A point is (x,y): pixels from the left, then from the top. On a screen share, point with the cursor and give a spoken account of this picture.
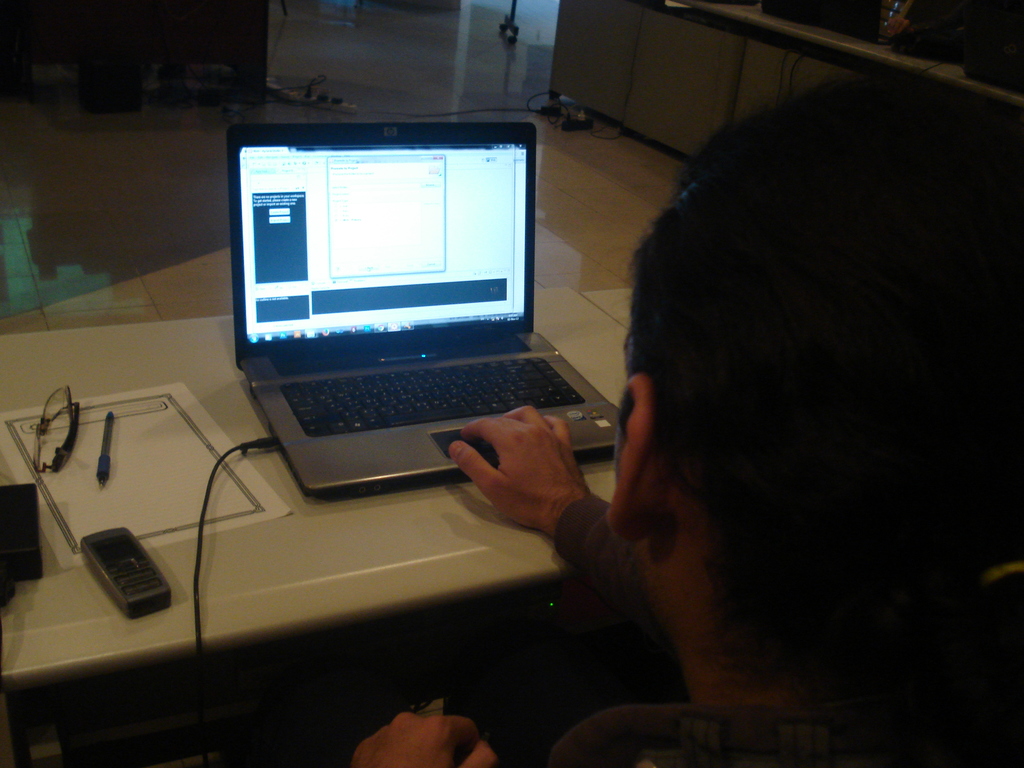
In this image, we can see a person (600,521) is doing something in the laptop (433,411). Here we can see a screen (287,250), wire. Paper (65,466), glasses (51,422), pen (111,434), mobile (118,562), some objects (18,520) are placed on the table (325,580). Background (133,205) we can see a floor (116,246), few wires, extension box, cupboards (687,95) and things (1018,46).
